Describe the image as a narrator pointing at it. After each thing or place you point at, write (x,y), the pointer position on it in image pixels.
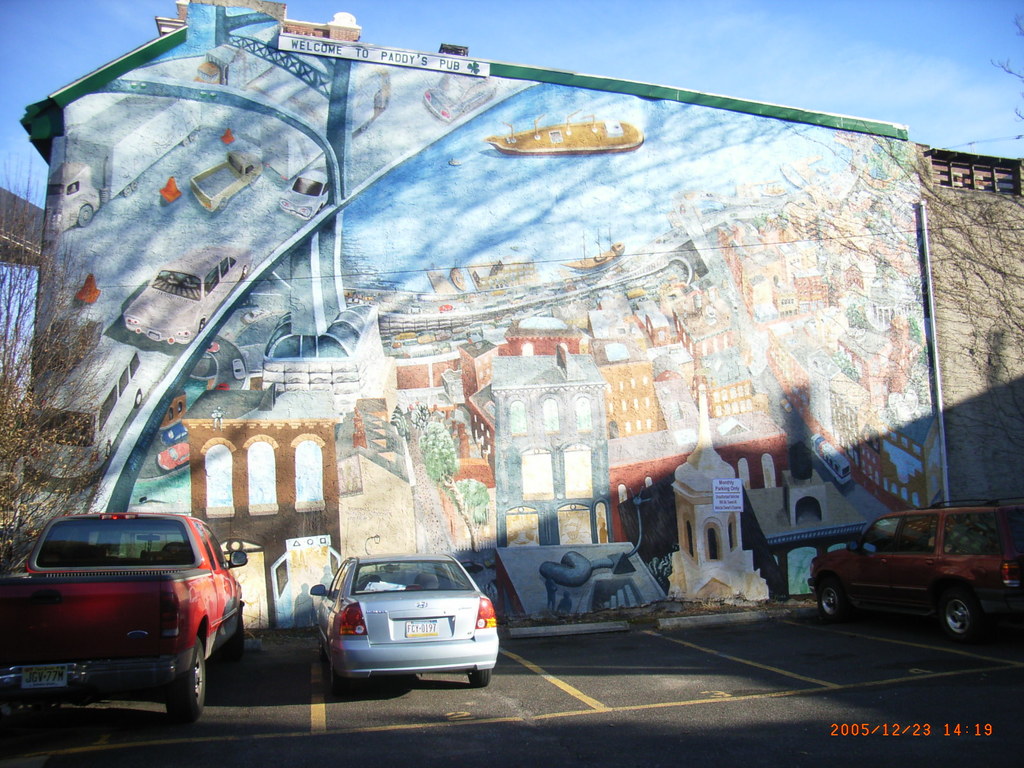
In this image we can see a few vehicles (470,617) on the road (560,659), there are some trees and the wall (345,257) which is painted with different images (312,319), in the background (30,314) we can see the sky (636,49).
